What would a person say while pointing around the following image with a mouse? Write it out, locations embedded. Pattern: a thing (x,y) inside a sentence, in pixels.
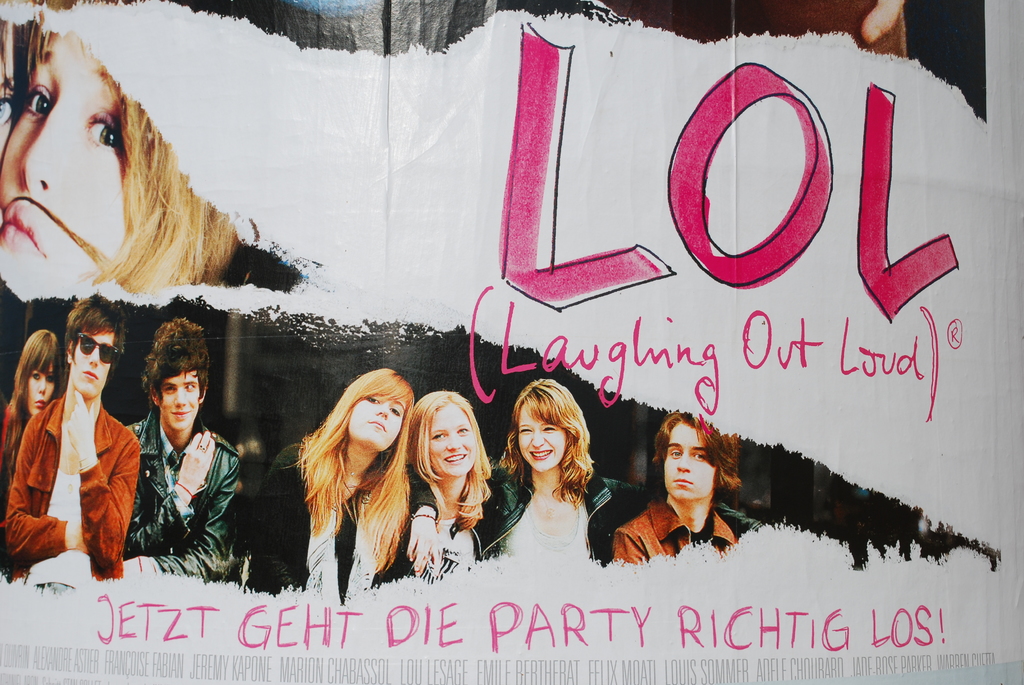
In this image there is a banner (277,259). There are pictures (309,438) of a few people (331,479) and text (674,323) on the banner (316,633).
